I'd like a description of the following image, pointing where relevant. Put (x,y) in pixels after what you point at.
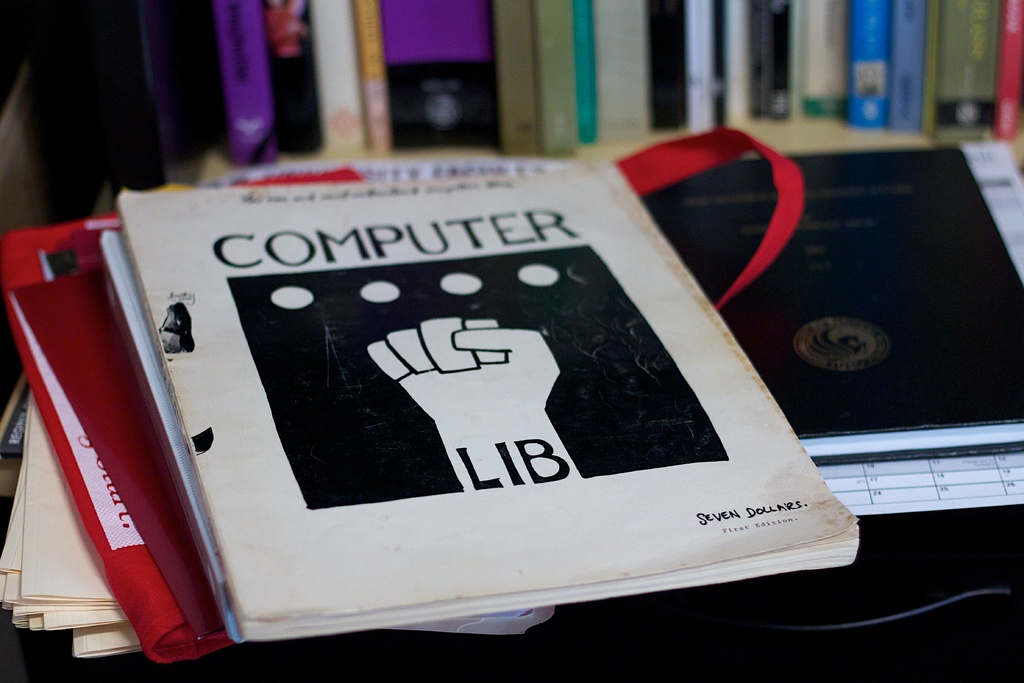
In this picture I can see there are few books (220,491) placed on the table (818,609) and in the backdrop (427,157) I can see there is book shelf (550,98) and there are books (261,133) arranged in the shelf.
